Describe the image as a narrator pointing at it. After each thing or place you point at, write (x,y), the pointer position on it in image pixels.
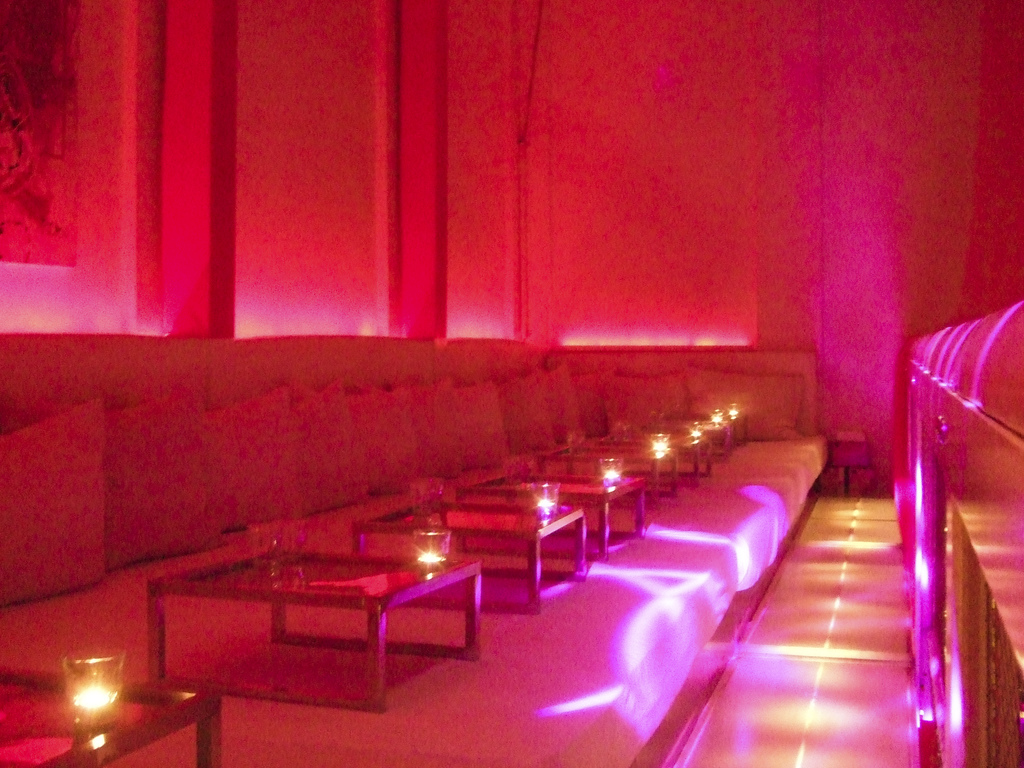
On these beds (387,709) there are tables (367,607) with glasses (436,541) and pillows (286,467).
